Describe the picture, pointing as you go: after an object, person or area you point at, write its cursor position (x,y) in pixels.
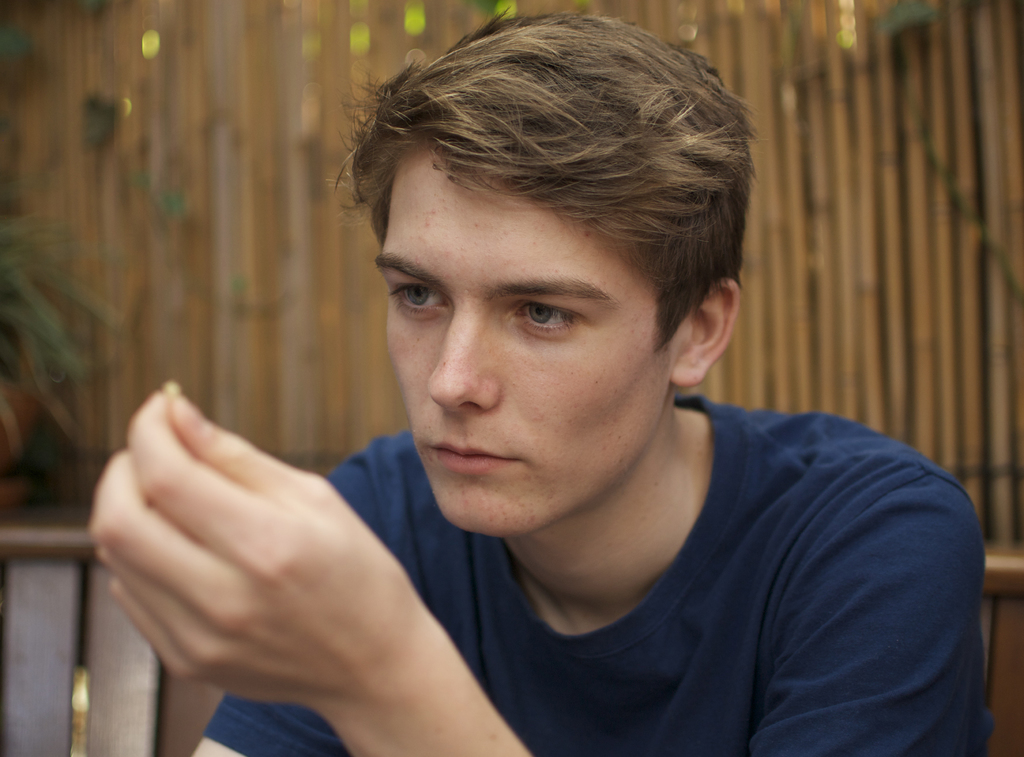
In this image we can see one man (476,679) sitting on a chair (1022,627) and holding one object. There are two chairs (44,674), one wooden wall (455,28) back side of the man (423,661) and some green plants (15,298).
